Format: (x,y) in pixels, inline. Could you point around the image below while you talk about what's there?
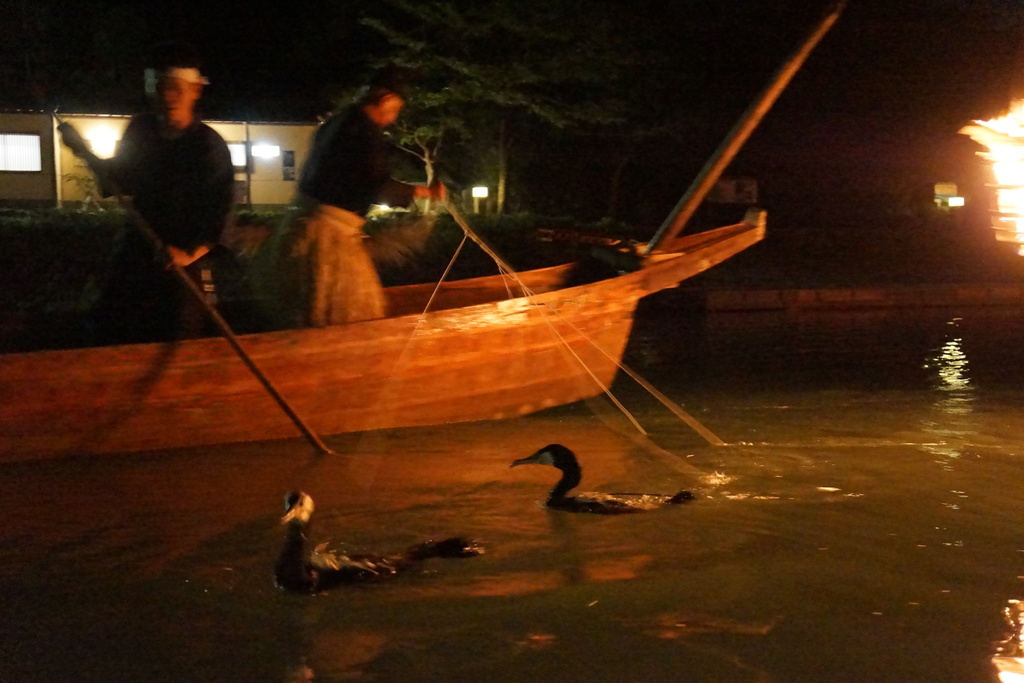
This image is clicked outside. There are trees (584,116) at the top (534,134). There is something like building (13,121) on the left side (30,132). There is a boat (502,352) in the middle (434,367). In that there are two persons (335,304) standing. There is water (474,636) at the bottom (391,604). In that there are birds (516,464). There is light (1002,201) on the right side (1013,218).
